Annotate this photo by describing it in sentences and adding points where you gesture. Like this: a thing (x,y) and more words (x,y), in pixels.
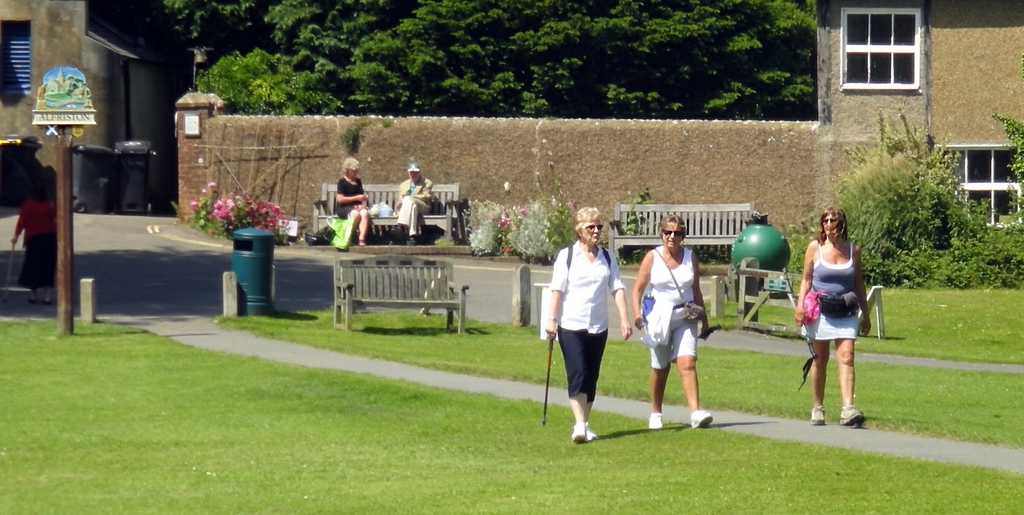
In this picture there are three women (586,286) were walking on the grass (872,316). In the back (350,202) there are two person (342,192) who was sitting on the bench (442,187), beside them I can see another bench (724,238) which is place near to the wall (773,193). On the left (40,190) there is a woman (40,199) who is walking on the road (121,279). Beside her I can see the pole (62,290) and dustbin (246,283). At the top (498,16) I can see the trees (504,16). In the background (820,85) I can see the buildings (820,85).
